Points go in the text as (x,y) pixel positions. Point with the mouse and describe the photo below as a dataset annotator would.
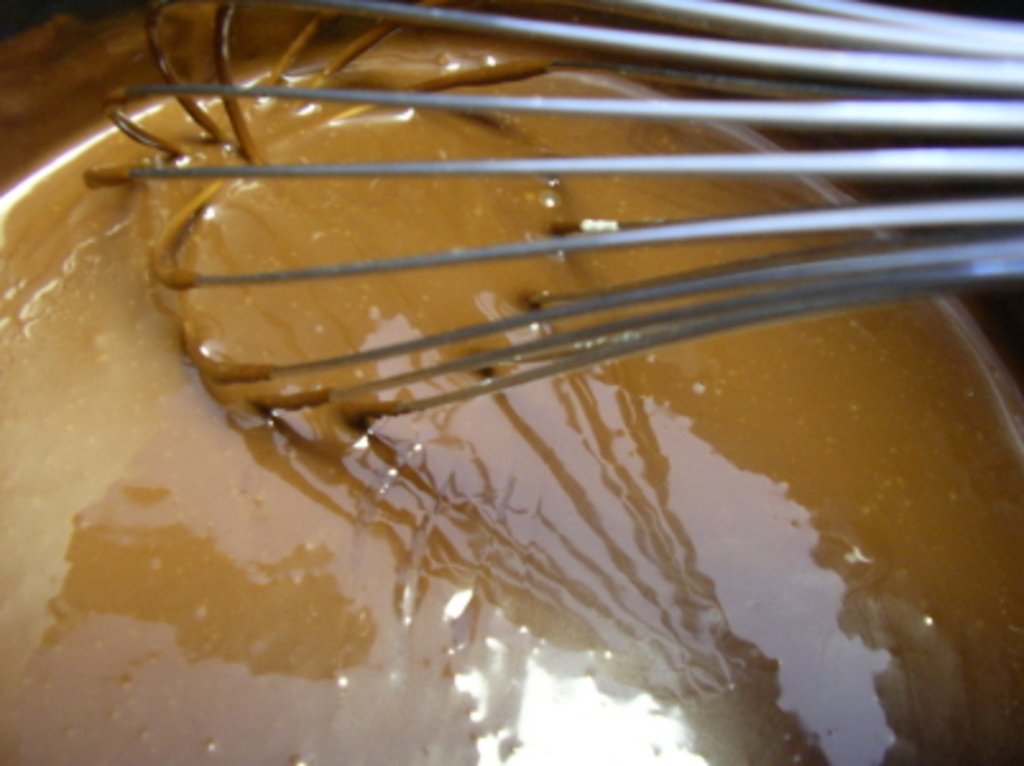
In this picture we can see whisk (987,44). On the bottom (430,716) we can see some liquid (550,667) in a bowl (985,368).
